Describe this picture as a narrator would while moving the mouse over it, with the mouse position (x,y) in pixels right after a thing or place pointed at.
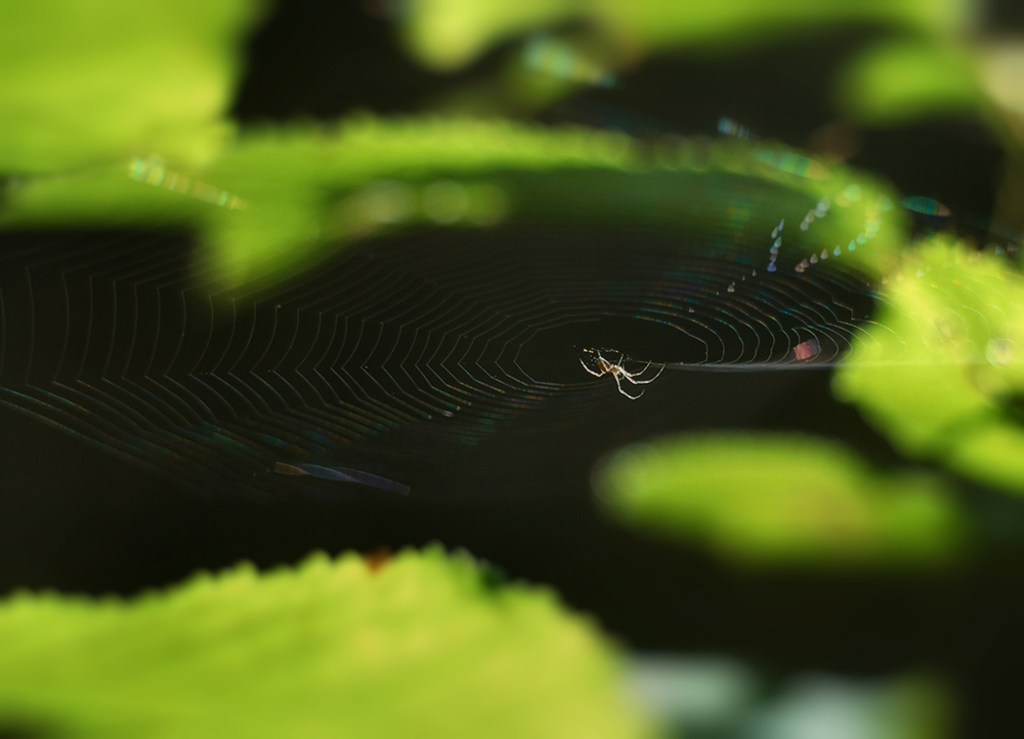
In this image I can see a spider (620,363) and spider web (546,351). Background (119,58) is in green and black color.
